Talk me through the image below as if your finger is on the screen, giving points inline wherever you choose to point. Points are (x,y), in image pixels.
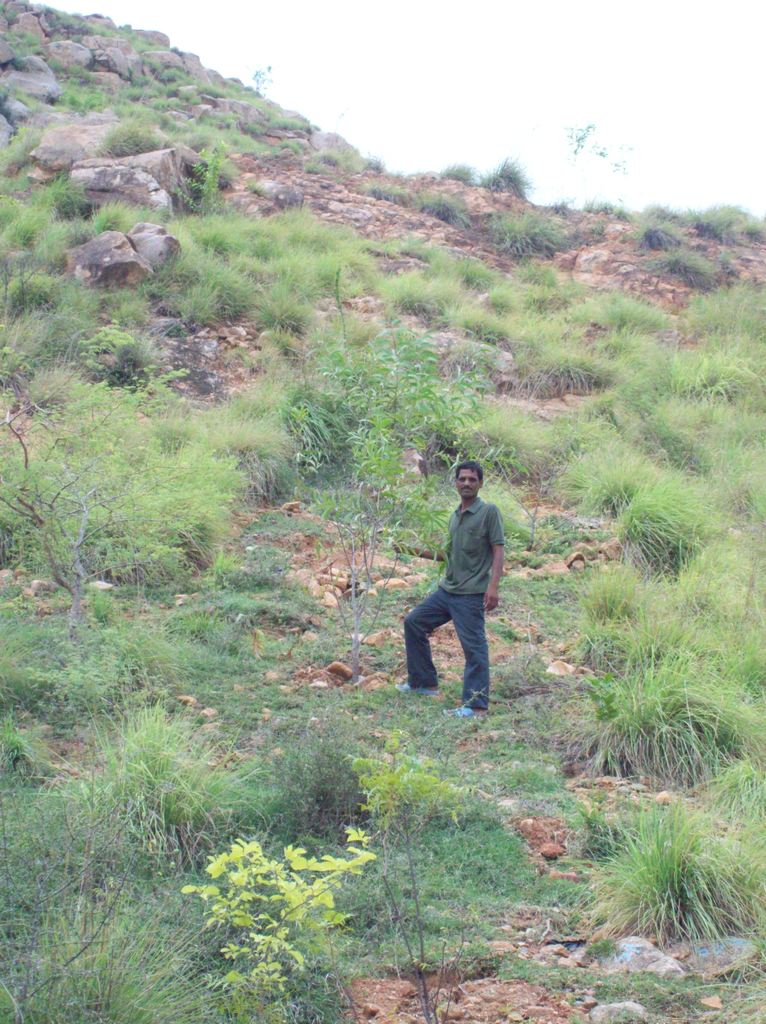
In this image we can see a person (460,530) wearing gray color T-shirt (488,544) is standing on the hill (526,666). Here we can see small plants (202,943), rocks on the hill (538,655) and the sky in the background (429,167).
